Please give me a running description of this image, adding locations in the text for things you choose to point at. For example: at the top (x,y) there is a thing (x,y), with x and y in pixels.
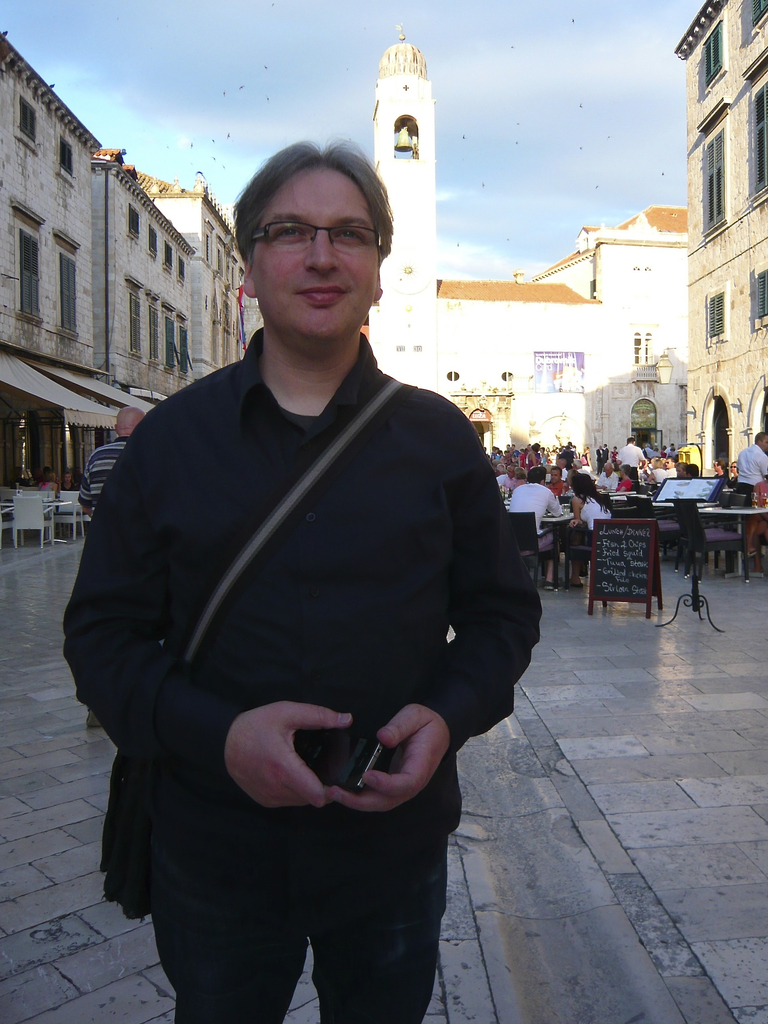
This picture is clicked in the city. The man (301,555) in front of the picture wearing a black jacket (303,521) is standing. He is holding a mobile phone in his hands (360,802) and he is smiling. Behind him, we see many people (560,483) are sitting on the chairs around the table (565,507). On the right side (650,527), we see a board (641,569) in brown color with some text (609,572) written on it. On the left side (16,527), we see the chairs (61,497). There are buildings (481,333) and a tower (422,256) in the background (184,239). At the top of the picture (234,114), we see the sky (473,110) and the birds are flying in the sky (300,101).
